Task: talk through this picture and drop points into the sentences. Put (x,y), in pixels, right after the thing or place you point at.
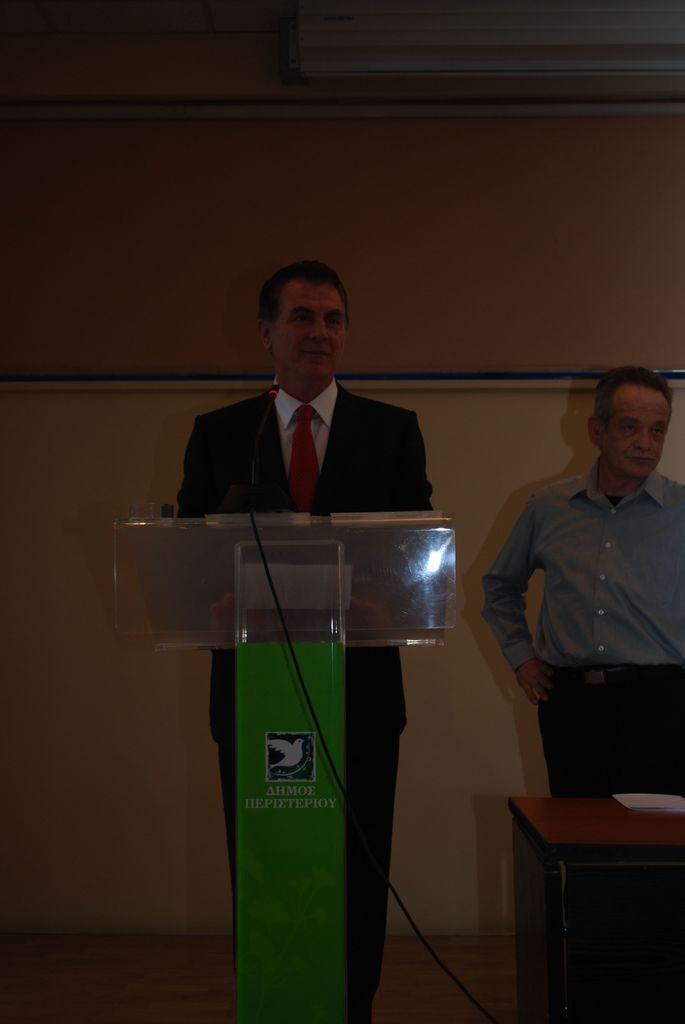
In this picture there is a man (380,983) who is standing at the center of the image (248,489) and there is a mic (253,472) before the man (354,410) on the desk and there is a man (514,607) who is standing at the right side of the image (614,750) and there is a table (515,846) at the right corner of the image (651,855).
